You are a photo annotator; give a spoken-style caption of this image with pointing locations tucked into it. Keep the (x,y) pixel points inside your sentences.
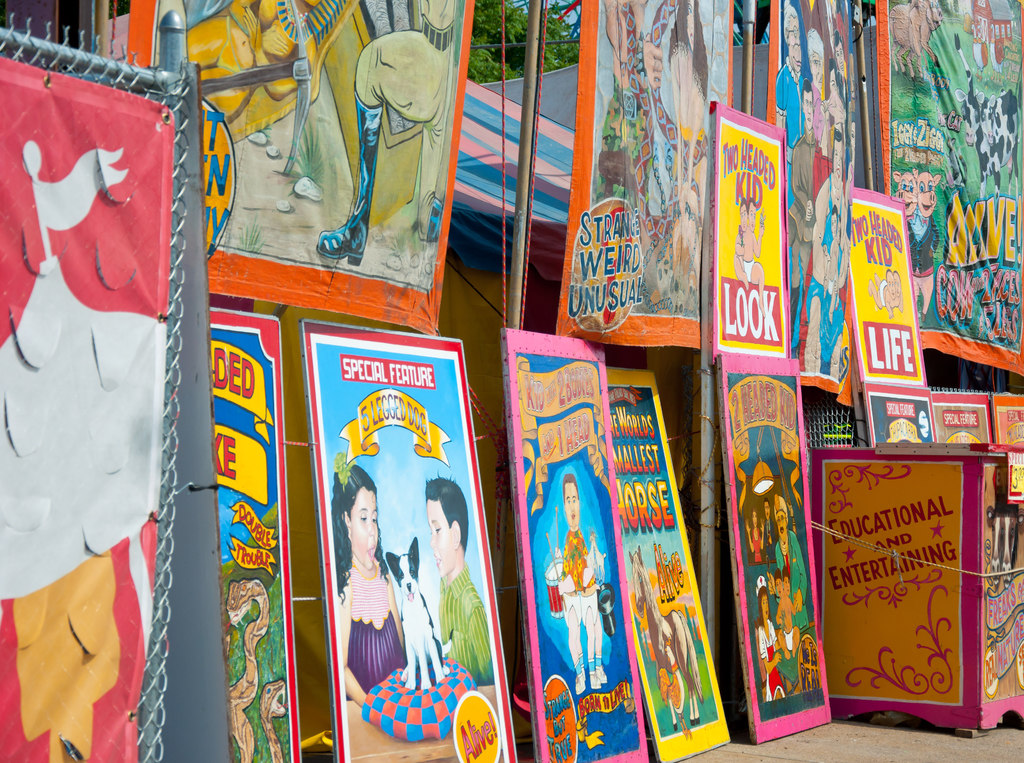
In this image I can see few boards (544,529) and banners (1010,285) and I can see few cartoon pictures (601,531) on the boards (601,531). In the background (829,415) I can see the railing (829,427), few tents (473,145) and trees (495,39) in green color.
